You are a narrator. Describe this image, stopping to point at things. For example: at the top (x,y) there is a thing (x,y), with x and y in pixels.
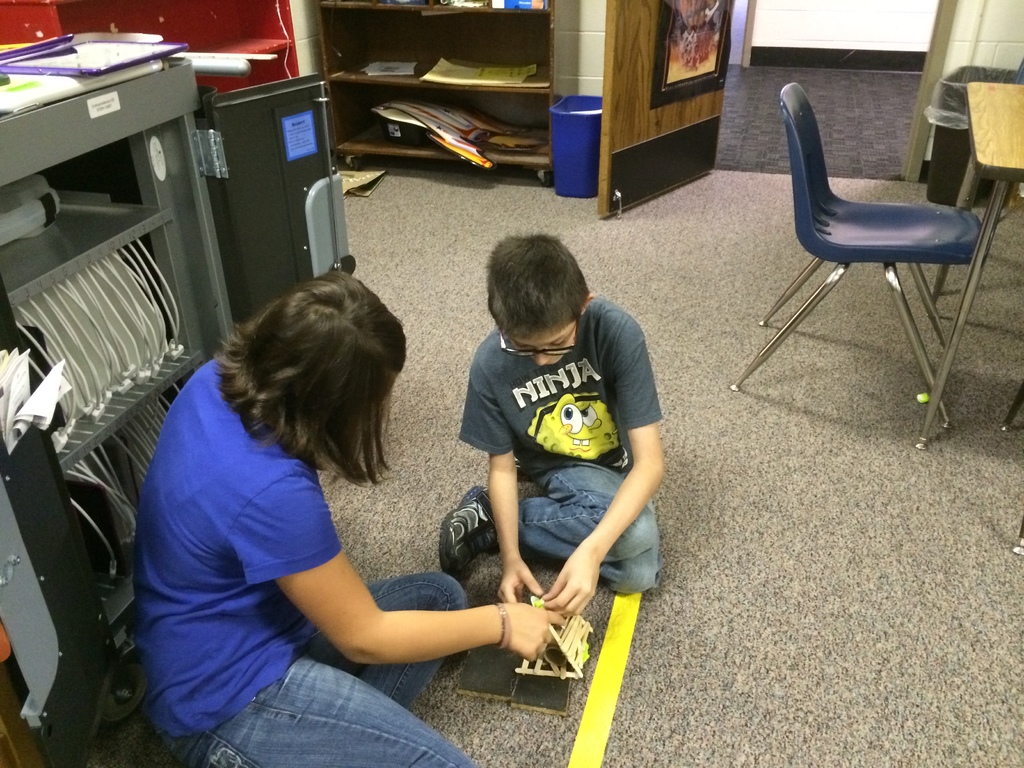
In this picture we can see two persons (517,599) sitting on the floor (859,641). This is the chair (897,213) and there is a table (991,203). Here we can see a bin (592,142). And there is a rack (516,29). Here we can see a electronic machine (203,187). And this is the door (645,170), and this is the floor (861,105).
